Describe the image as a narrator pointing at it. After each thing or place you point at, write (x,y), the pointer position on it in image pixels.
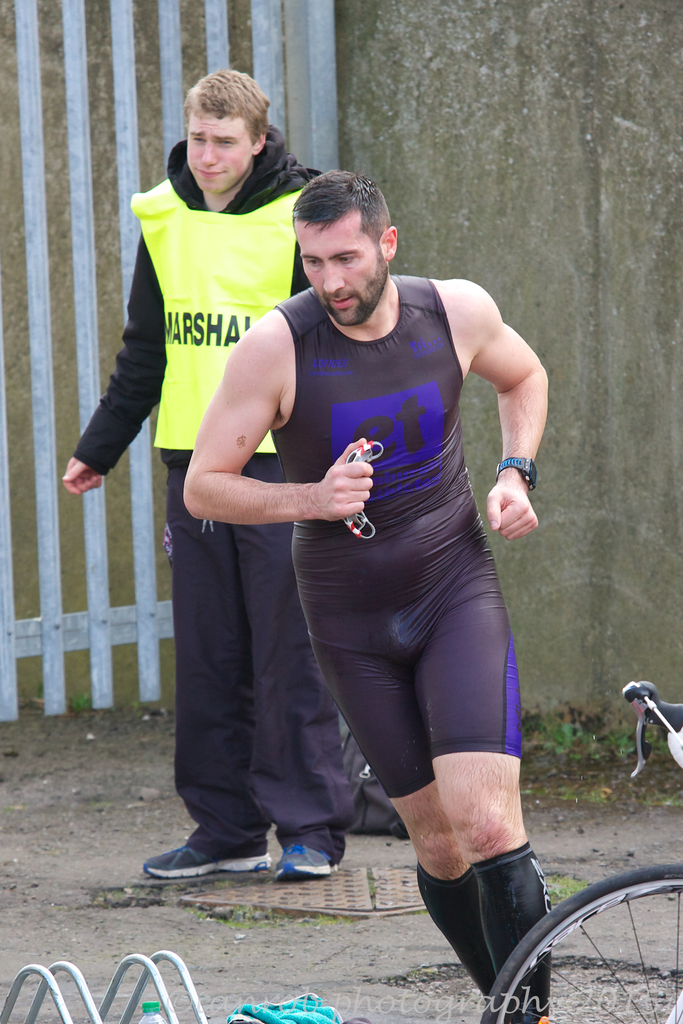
In this image in the center (375,536) there is one person (342,520) who is running, and in the background (211,357) there is one person (218,369) who is standing and also there is wall (9,284) and a fence (9,502). At the bottom (217,886) there is sand (303,934) bottle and one cloth (297,1003), on the right side (678,873) there is one cycle (533,939).
